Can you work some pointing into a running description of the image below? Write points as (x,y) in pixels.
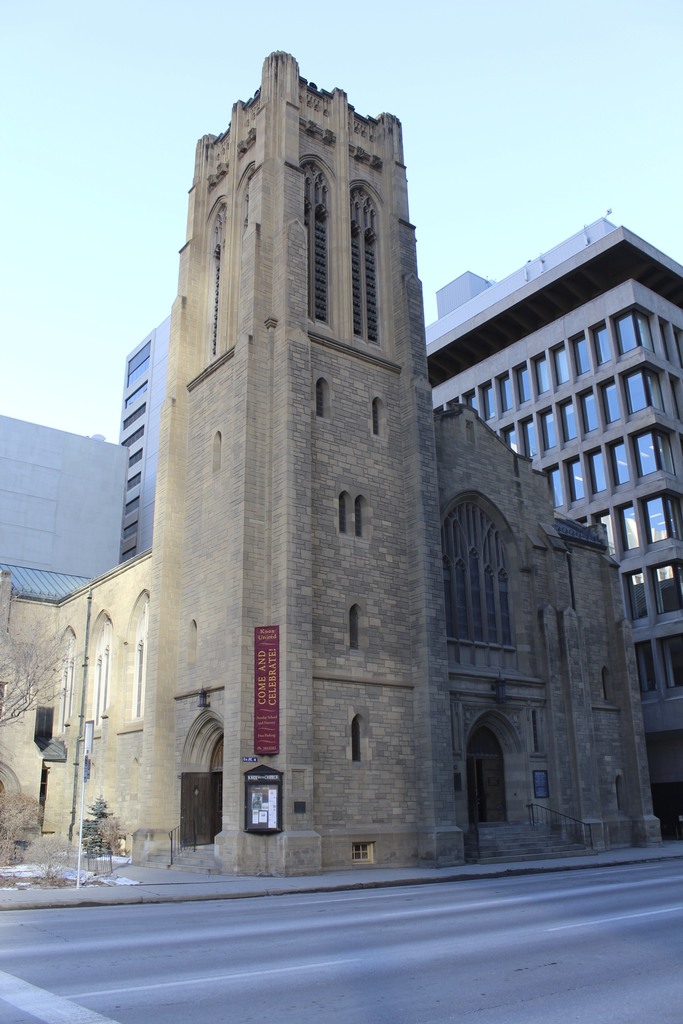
In this image we can see road (131,937), trees (31,666), parish building (364,603) and some other buildings (520,350) and top of the image (392,101) there is clear sky (527,20).
